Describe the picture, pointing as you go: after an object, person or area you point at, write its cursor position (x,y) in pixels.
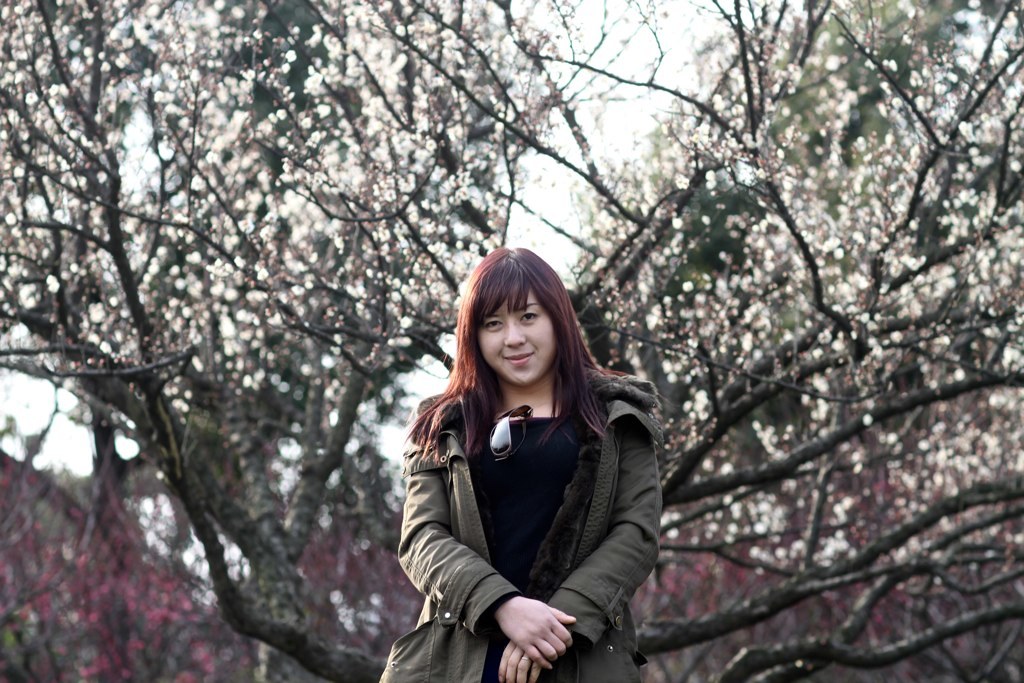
In this image there is a woman (537,569) standing. She is wearing a jacket (585,530). Background (190,458) there are trees (596,182). Behind there is sky (553,167).
